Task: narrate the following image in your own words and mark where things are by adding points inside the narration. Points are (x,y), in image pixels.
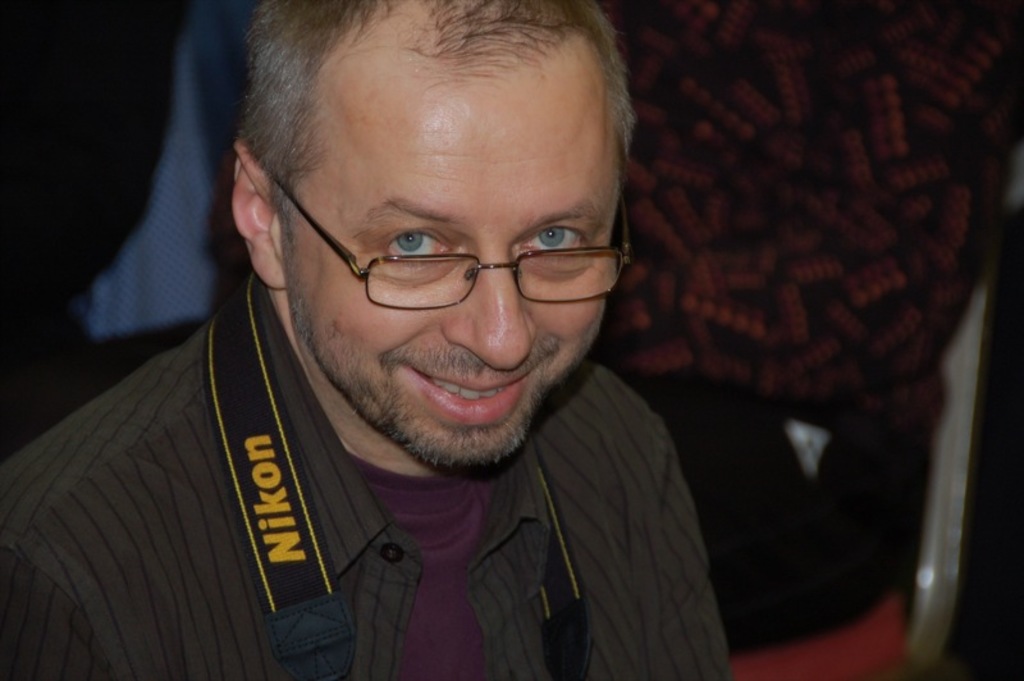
In this image, we can see a person (568,534) wearing clothes (434,525) and spectacles (566,289). In the background (794,352), image is blurred.
